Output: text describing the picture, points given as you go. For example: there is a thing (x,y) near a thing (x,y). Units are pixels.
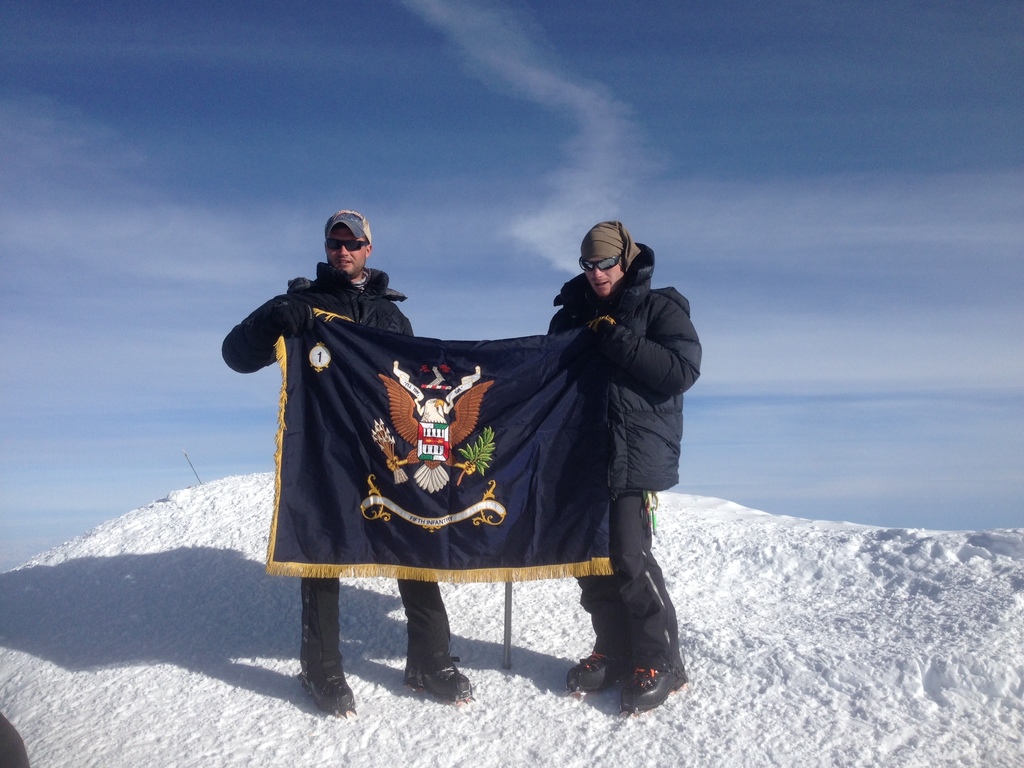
In this image, we can see people (629,307) wearing coats (653,304), caps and glasses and are holding a banner (411,418). In the background (411,209), there is sky (517,179) and at the bottom (868,612), there is snow (801,525).
